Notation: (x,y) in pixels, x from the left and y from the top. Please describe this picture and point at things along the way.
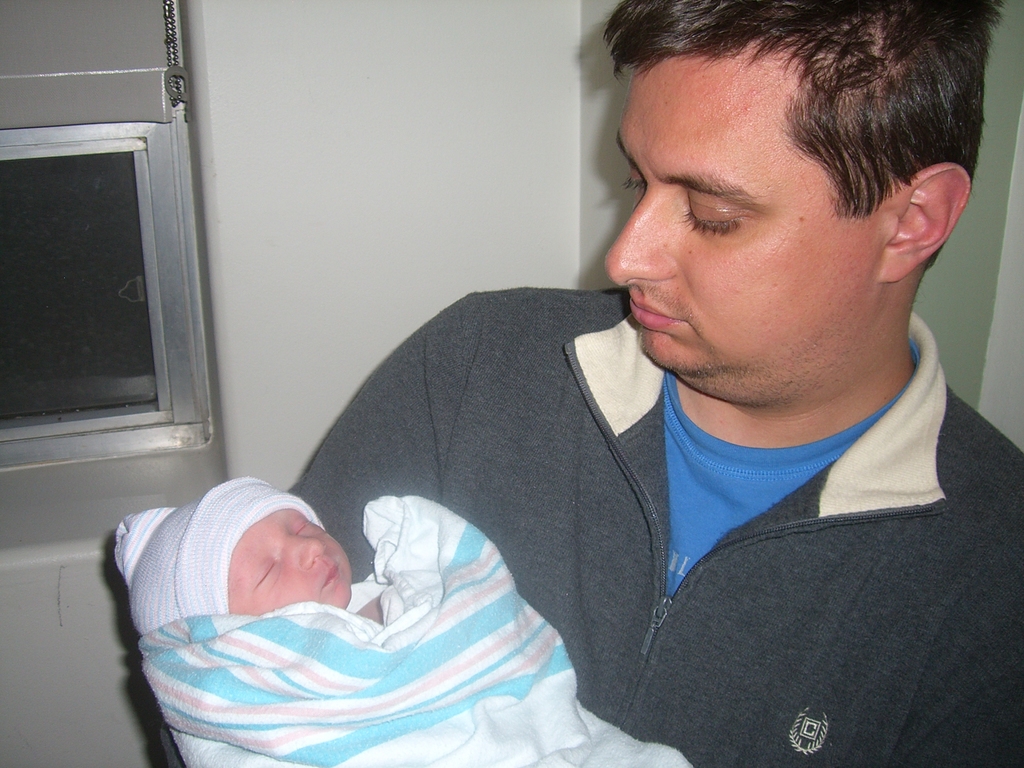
In this image there is a metal object (49,133) in the left corner (69,186). There is a person (691,597) carrying a kid (278,521) in the foreground (453,508). And there is a wall (368,263) in the background (373,217).
